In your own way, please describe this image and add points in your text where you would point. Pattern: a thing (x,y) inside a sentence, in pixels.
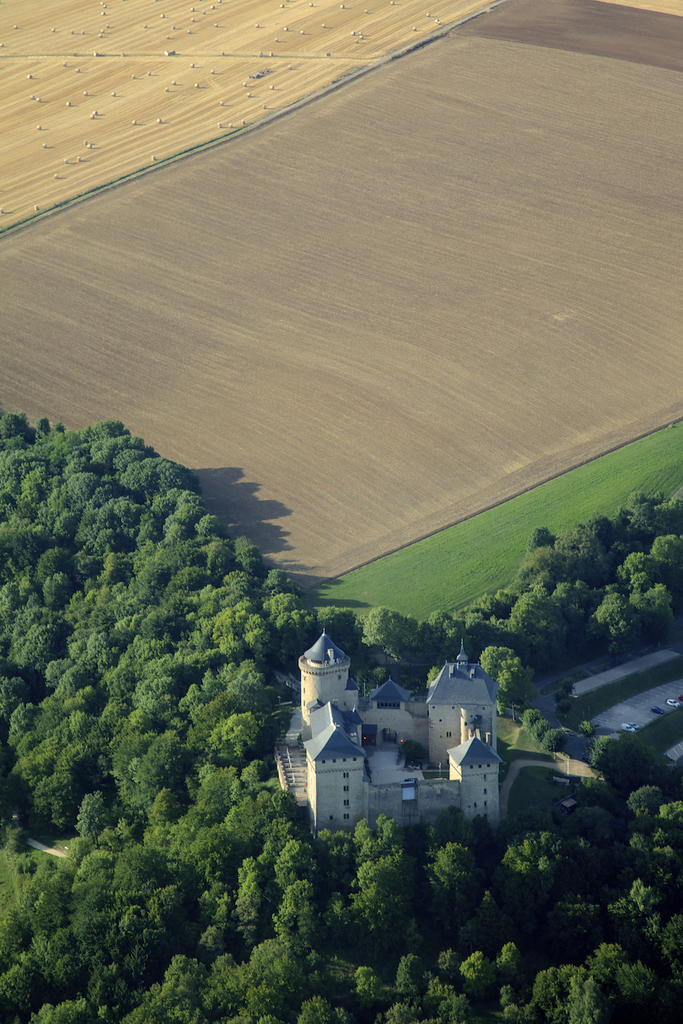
In this picture, there is a castle (483,728) in between the trees (242,641). The castle (483,781) is in white and blue in color. On the top (169,240), there is a grass (520,517) and land (499,164).
